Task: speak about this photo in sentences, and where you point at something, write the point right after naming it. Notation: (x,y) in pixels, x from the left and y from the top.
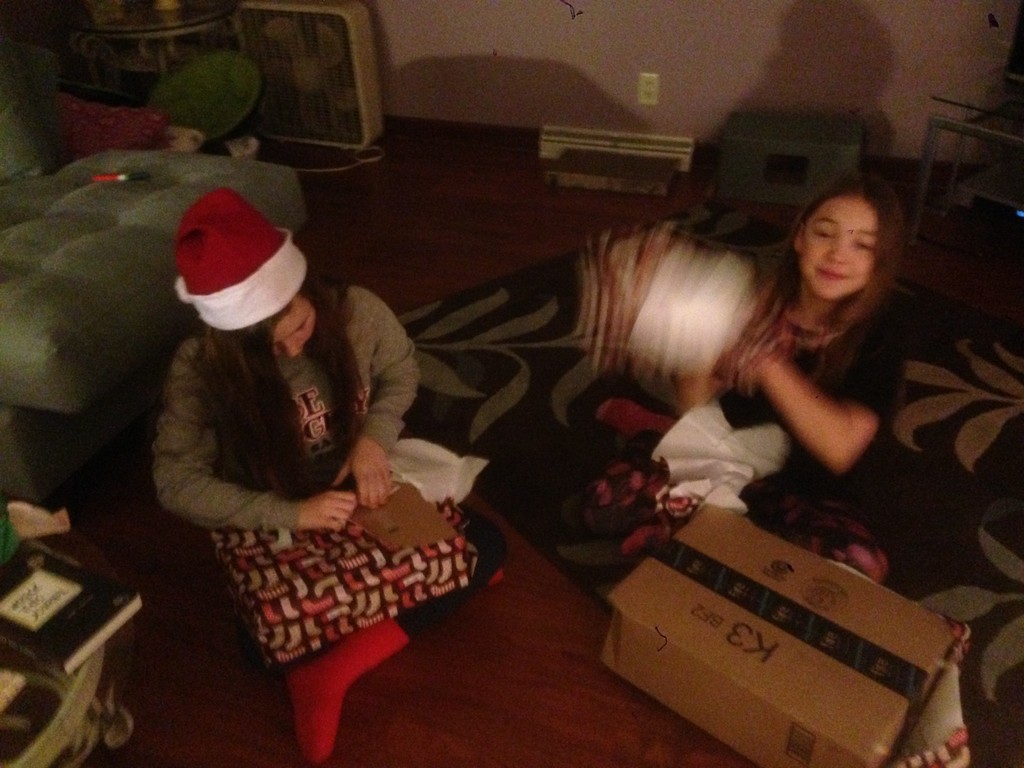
In this picture we can see two persons (601,504) are sitting on the floor (524,674). This is sofa (16,198) and there is a box (755,624). On the background (810,3) there is a wall (694,8) and this is book (107,637).
